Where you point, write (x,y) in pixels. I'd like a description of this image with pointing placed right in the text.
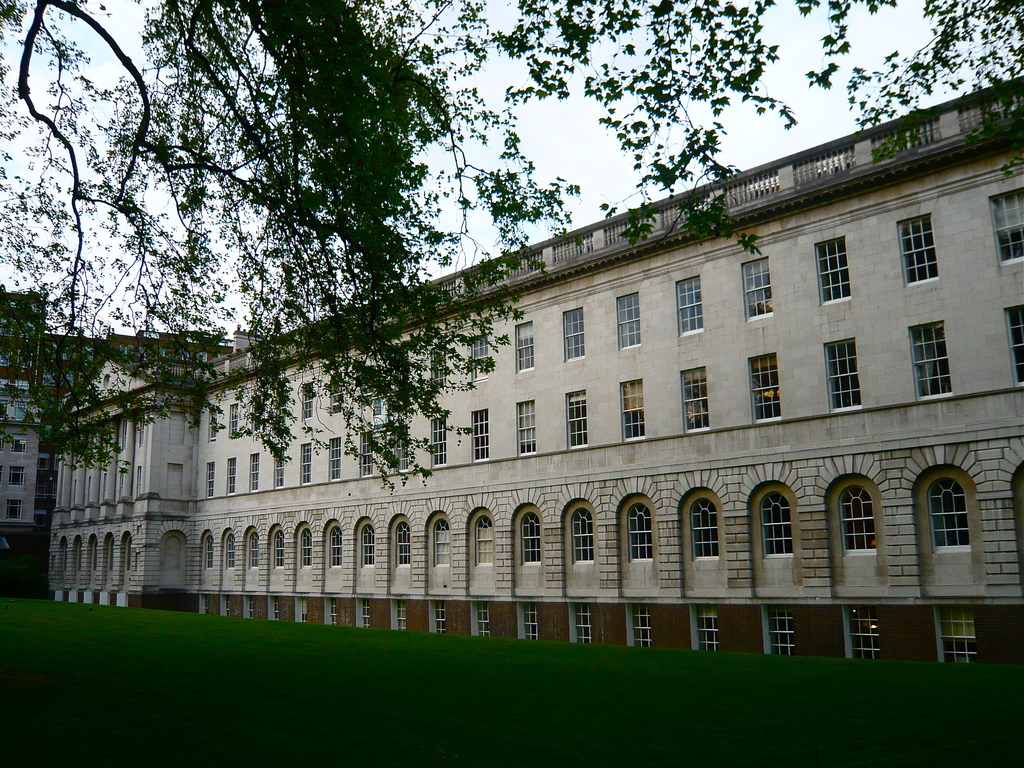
In the foreground of this image (488,707), there is the grassland (440,702) on the bottom (614,721). In the background (623,538), there is a building (103,524). On the top (322,127), there is a tree (326,92). On the left (20,463), there is another building (24,452) and also we can see the sky (549,140).
